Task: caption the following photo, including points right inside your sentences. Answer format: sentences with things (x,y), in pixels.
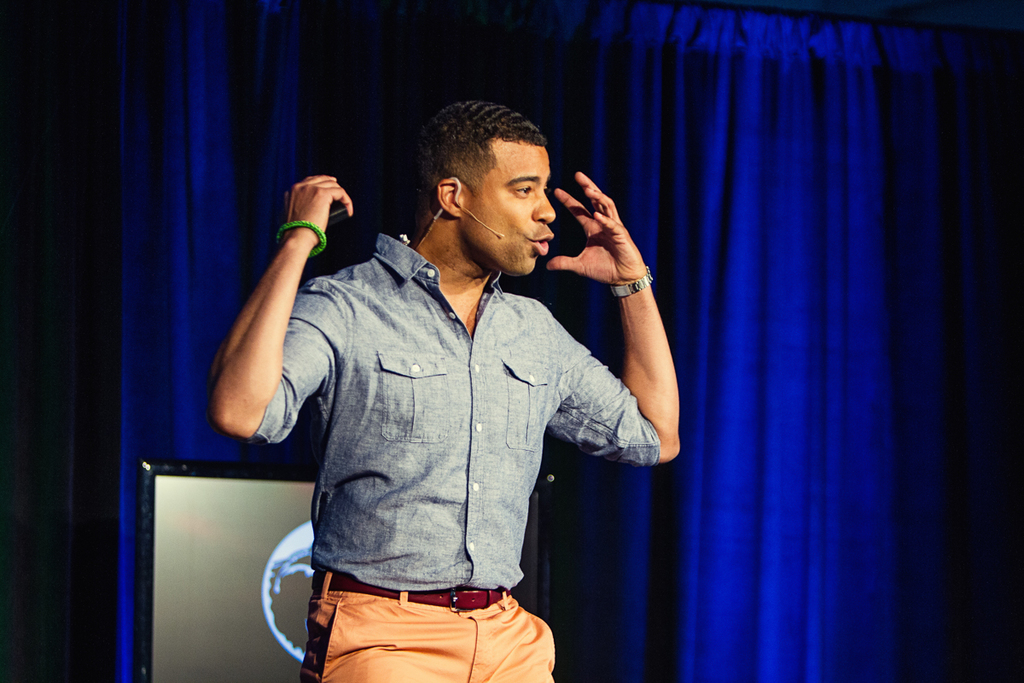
In this image we can see a man (477,402) standing holding an object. On the backside (313,475) we can see a display screen (157,634) and a curtain (587,659).
